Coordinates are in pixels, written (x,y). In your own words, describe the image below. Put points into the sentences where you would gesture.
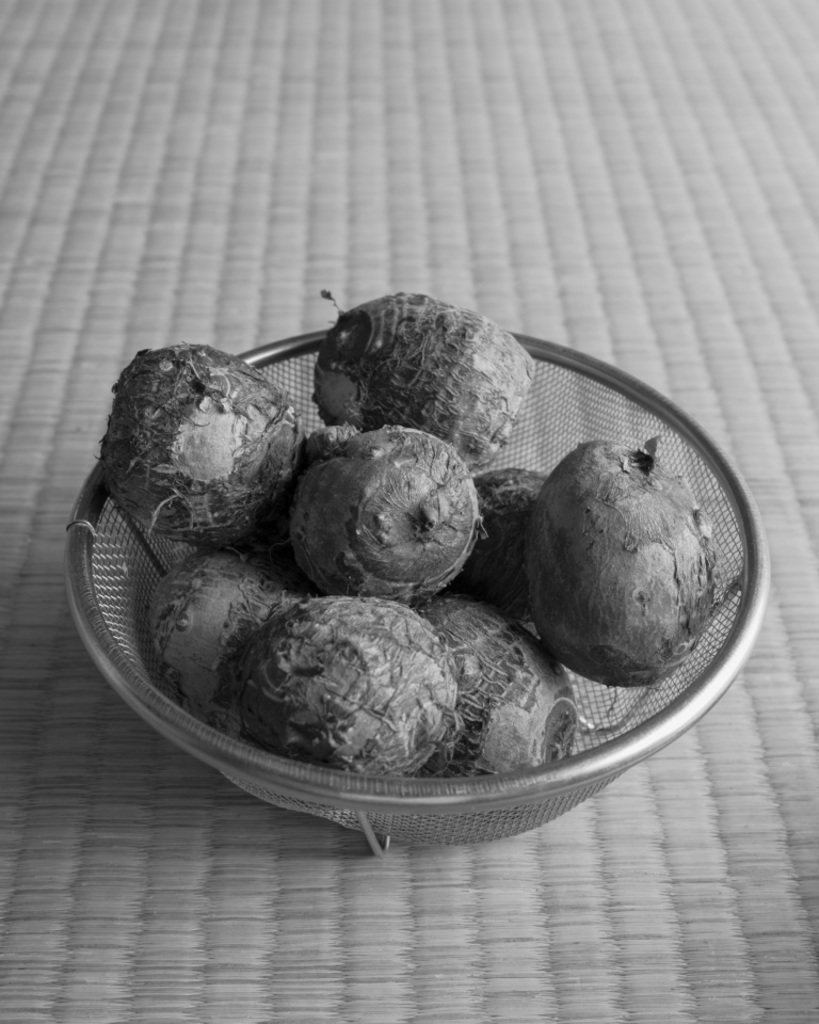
This is black and white image where we can see taro roots (561,549) in a metal strainer (523,441).
